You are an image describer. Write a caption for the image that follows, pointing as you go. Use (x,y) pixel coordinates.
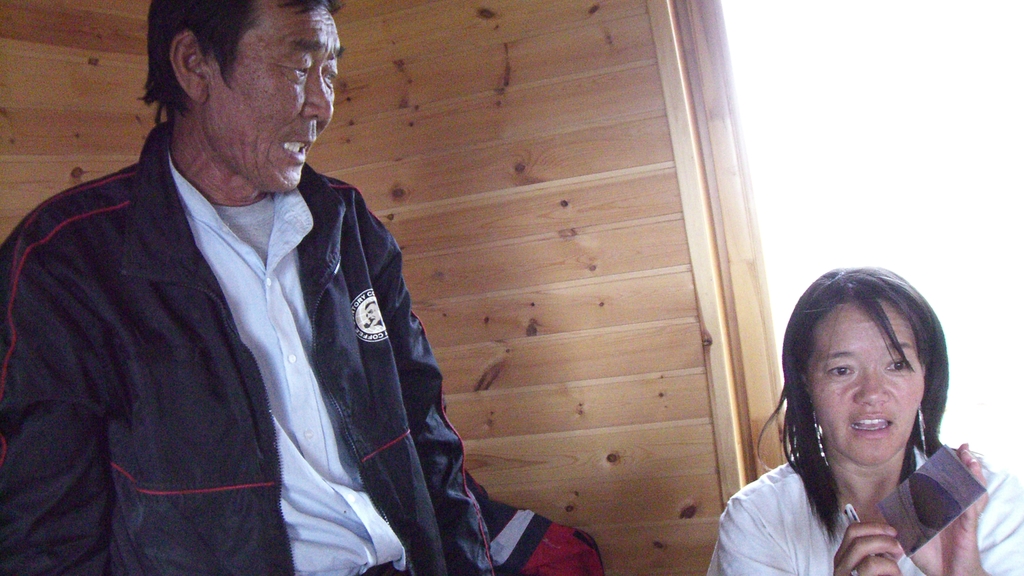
In this image there is a man (273,302) standing, beside the man (347,425) there is a woman (838,422) holding some objects (917,534) in her hand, behind them there is a wooden wall (495,199).
